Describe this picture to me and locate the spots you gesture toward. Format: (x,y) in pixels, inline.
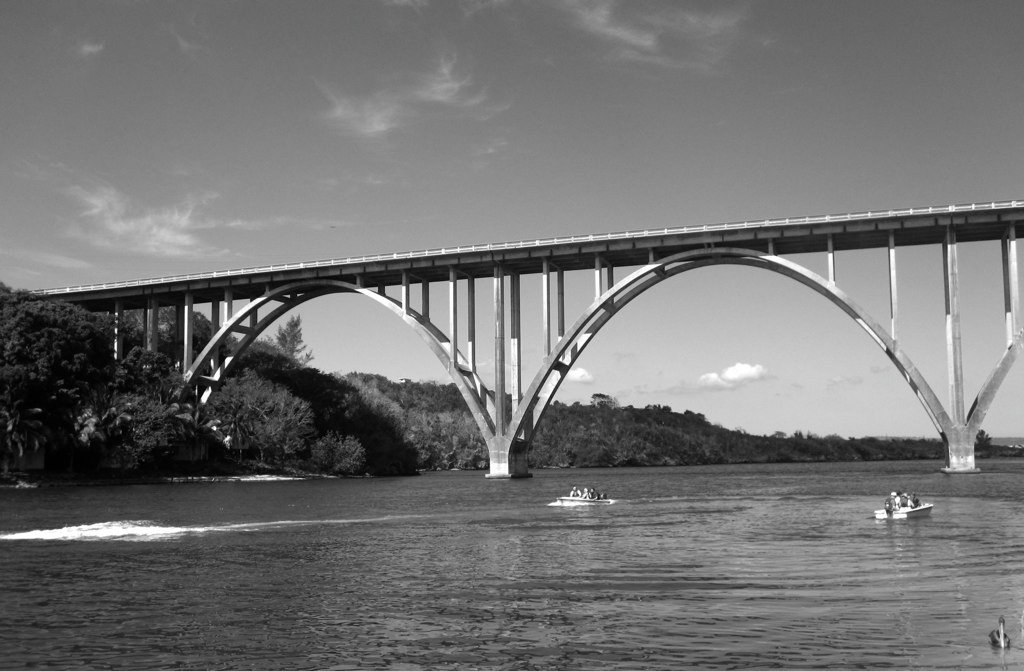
At the bottom of this image (586,581) there is a river (149,569). On the right side (887,508), I can see few people (911,499) in the boats (581,502). In the background (168,297), I can see a bridge (471,375) and many trees (284,423). At the top (502,135) I can see the sky (540,135). In the bottom right (1005,637) I can see a bird (1005,637) on the water (920,650). This is a black and white image.
